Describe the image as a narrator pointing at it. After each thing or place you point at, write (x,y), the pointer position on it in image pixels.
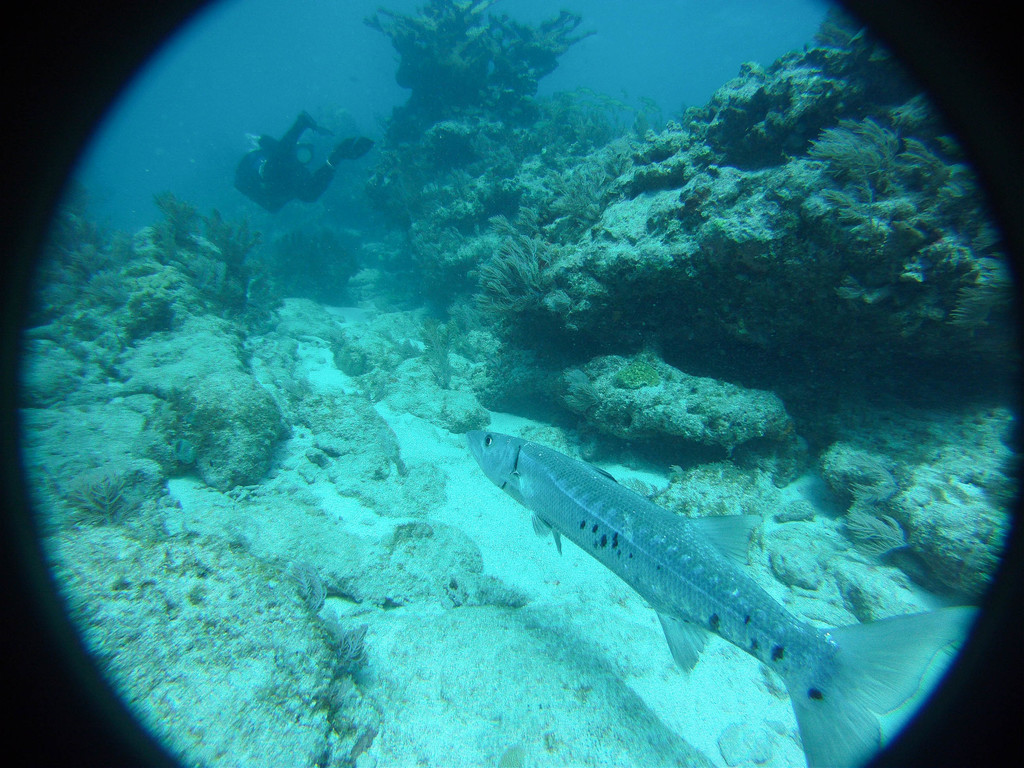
In this image we can see fish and a person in the water (372,228), we can also see some plants (487,257) and rocks (588,311).
